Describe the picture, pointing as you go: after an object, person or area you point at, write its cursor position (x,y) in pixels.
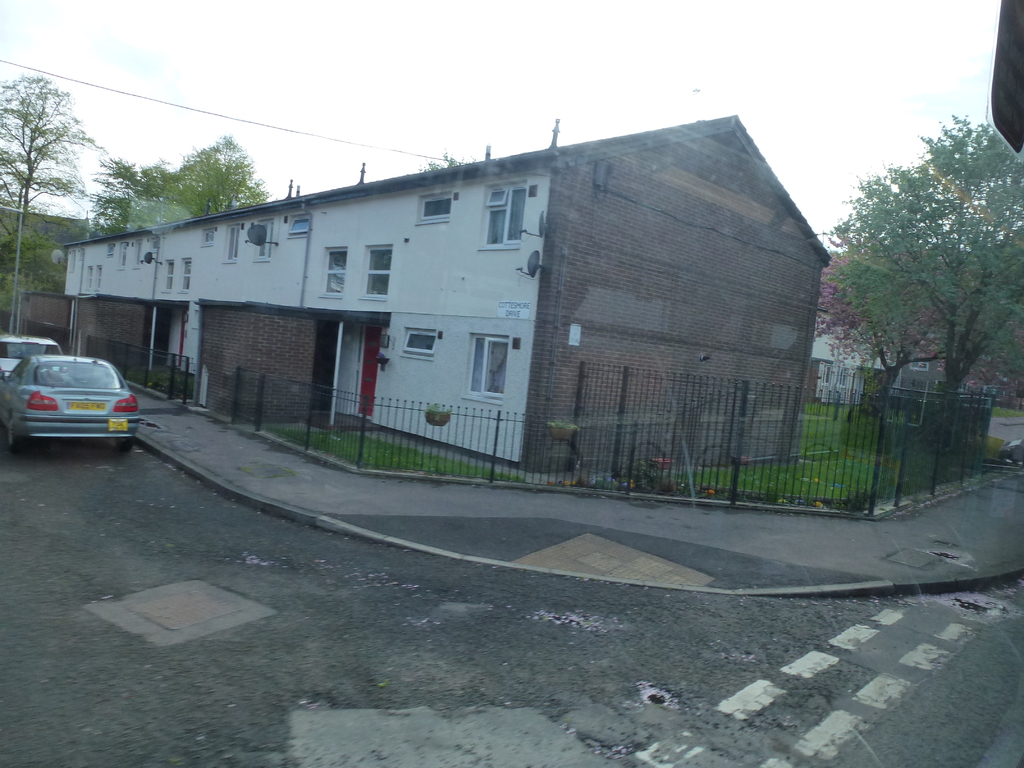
In this picture we can see a building (446,289) in the center of the image (426,367). In the front (415,451) we can see black fencing railing (733,463) and some trees (932,271). In front bottom side we can see the road (117,474) and some cars (63,398) are parked. On the top (280,111) we can see the sky (310,111) and clouds (310,111).
